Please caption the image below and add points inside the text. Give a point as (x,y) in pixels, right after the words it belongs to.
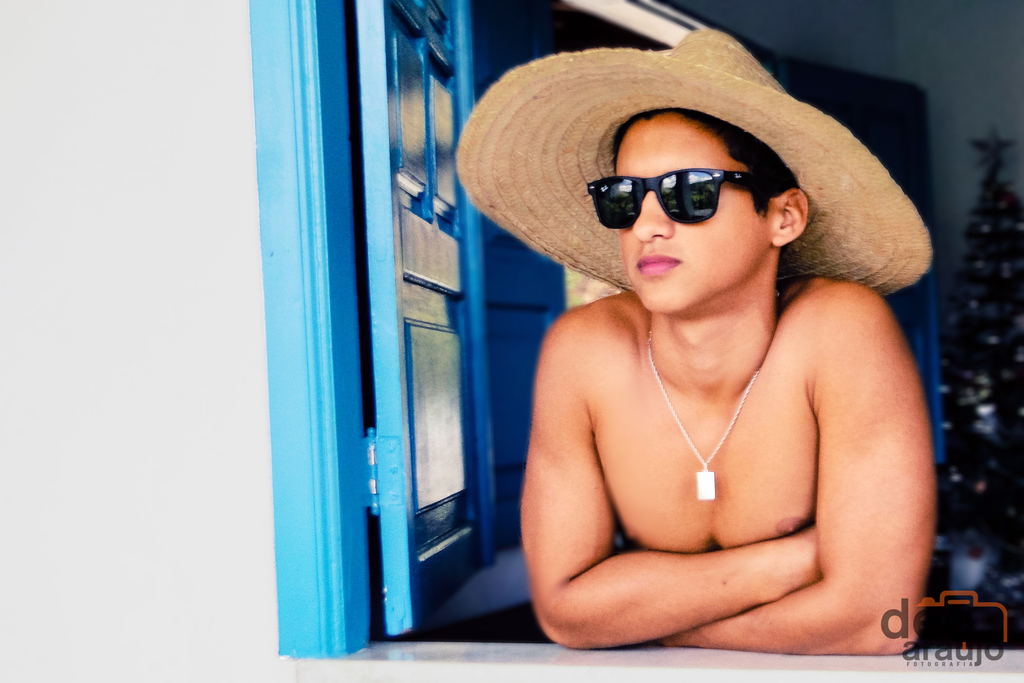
In this picture we can see a man (727,395) in the front (691,376), he is wearing a cap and goggles (705,198), there is a window door (434,495) in the middle (508,436), in the background (976,191) we can see a wall (940,80) and a tree (955,351), there is some text (930,629) at the right bottom (977,616).
